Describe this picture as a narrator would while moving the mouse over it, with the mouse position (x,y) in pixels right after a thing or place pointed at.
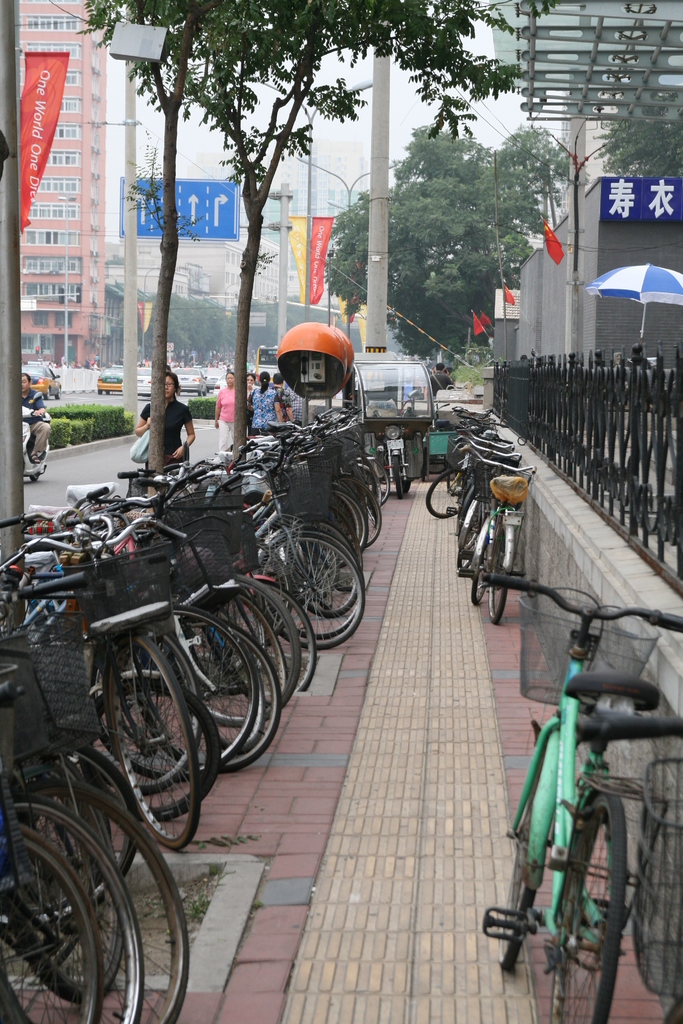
In this image we can see many bicycles (358,572) parked on the path (386,801). We can also see the trees (413,14), buildings (195,246), poles (308,277), flags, sign board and also the vehicles (107,371). We can also see the people (46,430), plants (112,406) and also the road (100,471). Sky (115,164) is also visible. On the right (659,277) there is an umbrella (616,272) and also the fencing wall (604,478).
